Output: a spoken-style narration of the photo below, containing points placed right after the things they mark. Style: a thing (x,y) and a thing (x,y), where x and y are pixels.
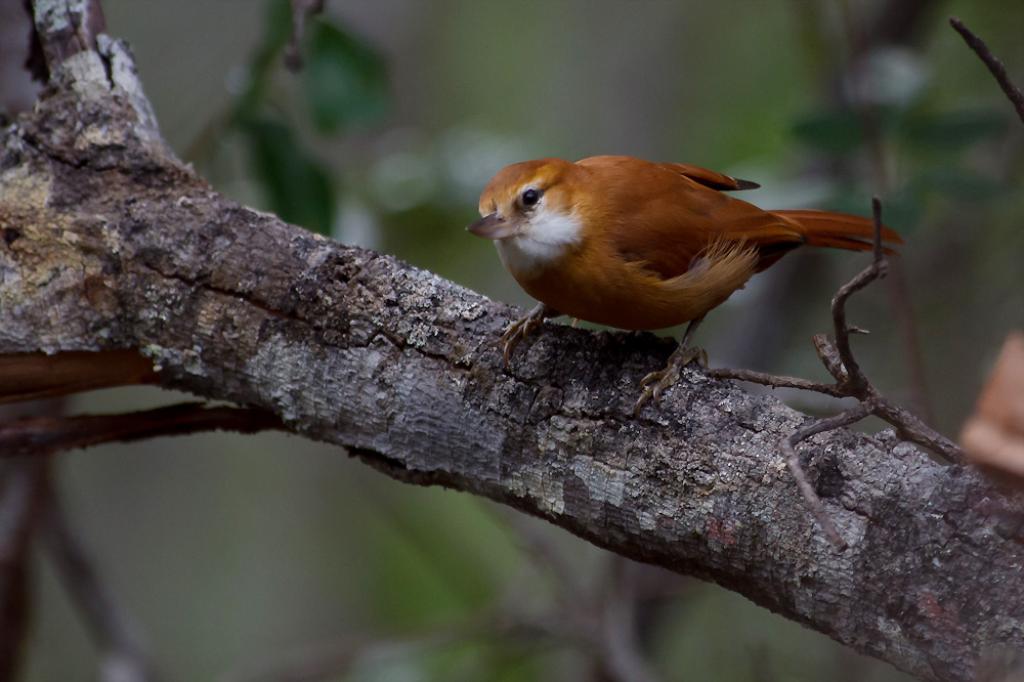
In this picture we can see a brown bird (716,226) on a wooden branch (371,359).
